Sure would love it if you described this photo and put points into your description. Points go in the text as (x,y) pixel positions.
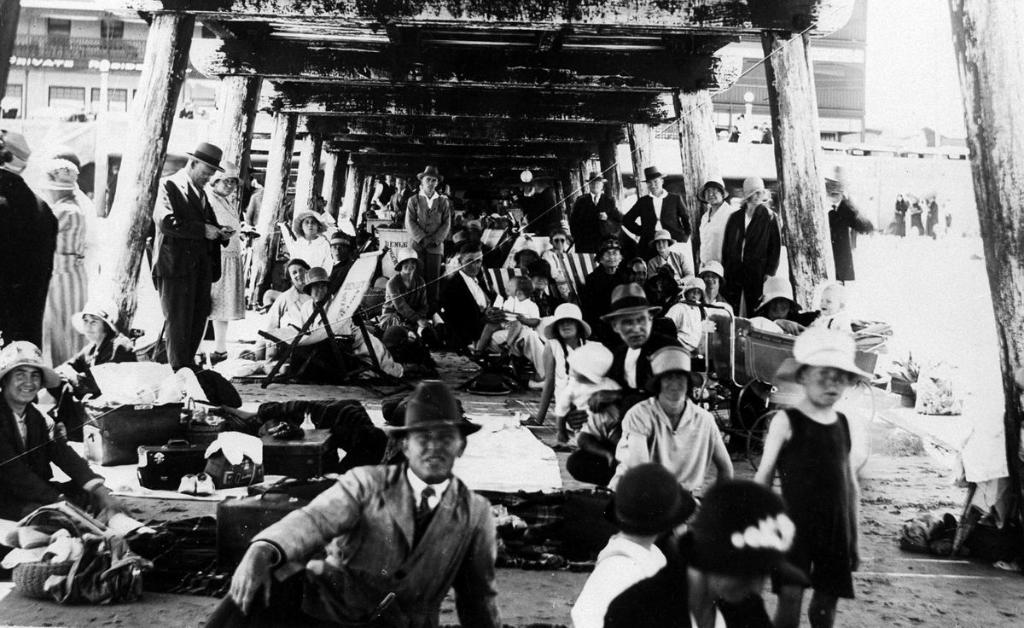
At the bottom of the image (317,527) we can see people (576,351) sitting and some of them are standing. At the top (418,156) there is a roof (449,80). In the background (823,75) there are buildings (823,75).
